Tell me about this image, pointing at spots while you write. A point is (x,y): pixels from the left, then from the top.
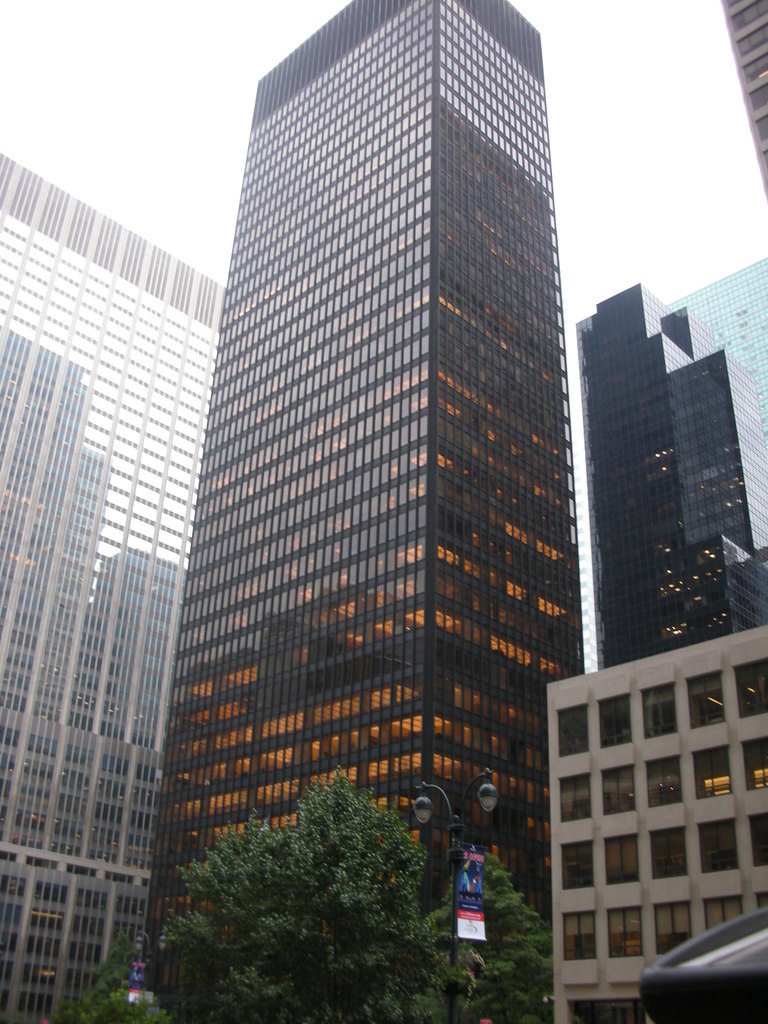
In this image, I can see the buildings (419,362) with the glass windows (620,593). At the bottom of the image (435,945), there are trees (201,930) and light poles (426,815).
